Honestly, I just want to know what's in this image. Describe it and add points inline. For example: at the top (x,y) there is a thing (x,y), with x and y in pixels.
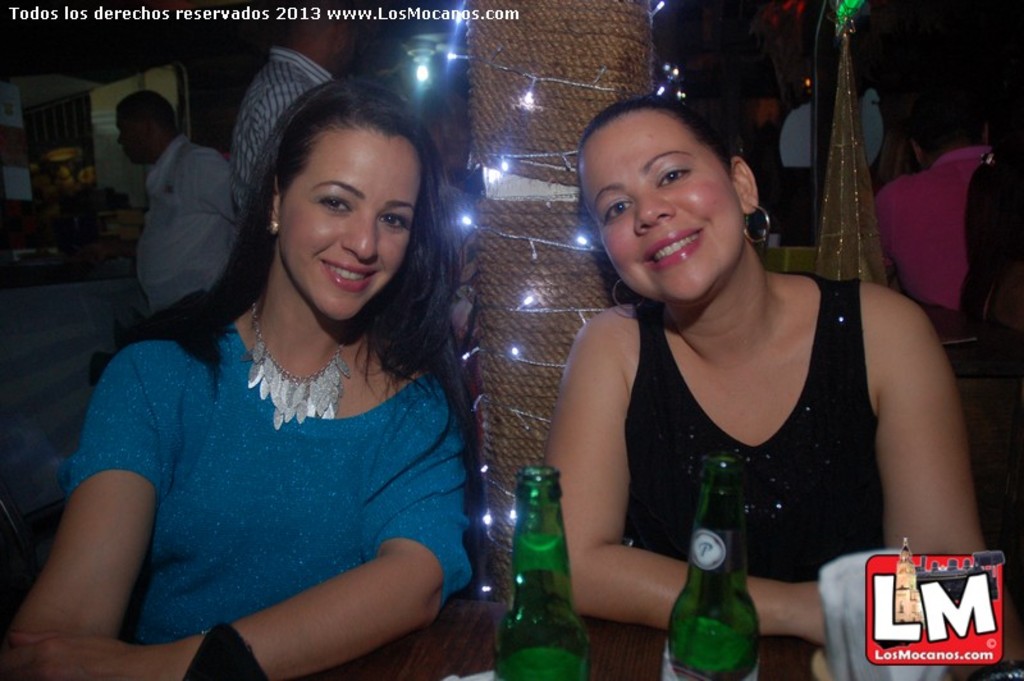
In the center of the image (353,405) there are two women (413,593). In front of them there is a table (662,638) with beer bottles (704,589). In the background of the image (127,113) there are people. In the center of the image (519,347) there is a pillar (566,251) with lights (525,100). To the right side of the image (872,557) there is a logo (889,557). At the top of the image (415,10) there is text (450,15).
